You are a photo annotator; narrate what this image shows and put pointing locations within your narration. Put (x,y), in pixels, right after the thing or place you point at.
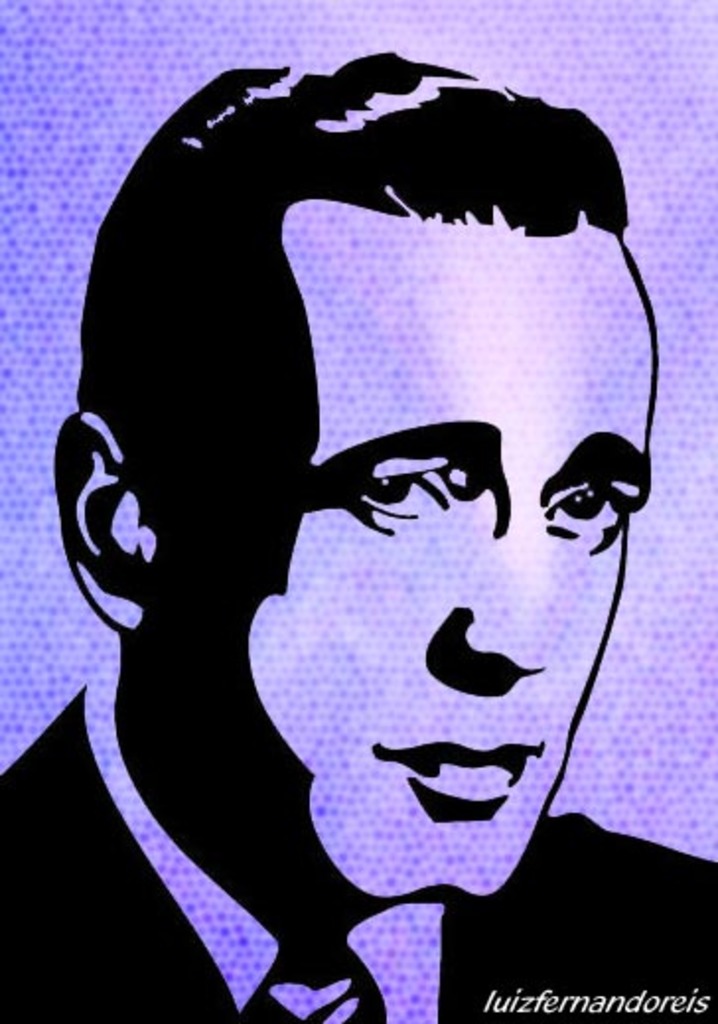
In the picture we can see a poster (304,898) with a painting (572,708) of a man's face (454,841) with a black color and behind it we can see purple in color.
